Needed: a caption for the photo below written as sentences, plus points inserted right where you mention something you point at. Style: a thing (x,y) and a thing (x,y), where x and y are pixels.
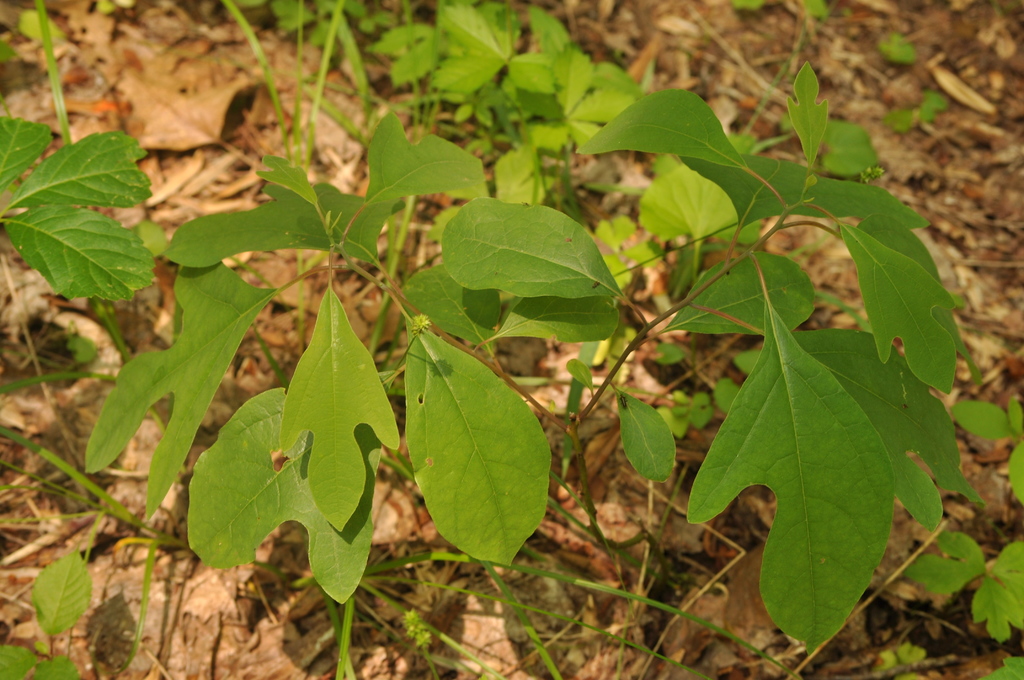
In this picture we can see plants (823,463) and dried leaves (564,401) on the ground (532,361).
